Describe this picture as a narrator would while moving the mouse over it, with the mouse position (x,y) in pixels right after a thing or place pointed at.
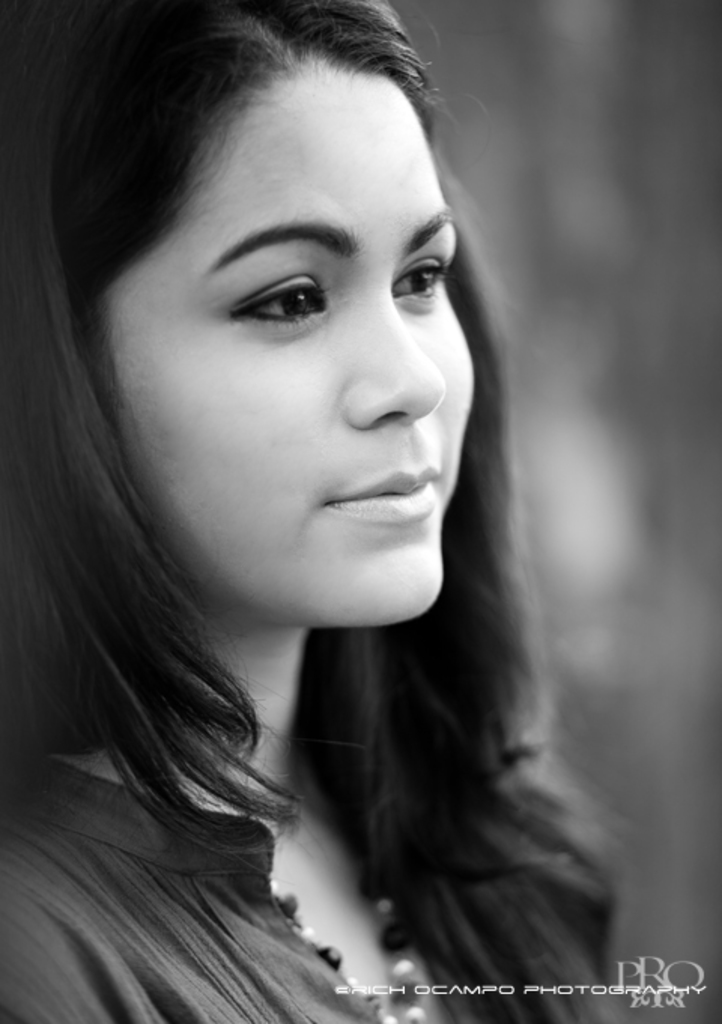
In the picture there is a woman (392,871), on the poster (559,155) there is a watermark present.
